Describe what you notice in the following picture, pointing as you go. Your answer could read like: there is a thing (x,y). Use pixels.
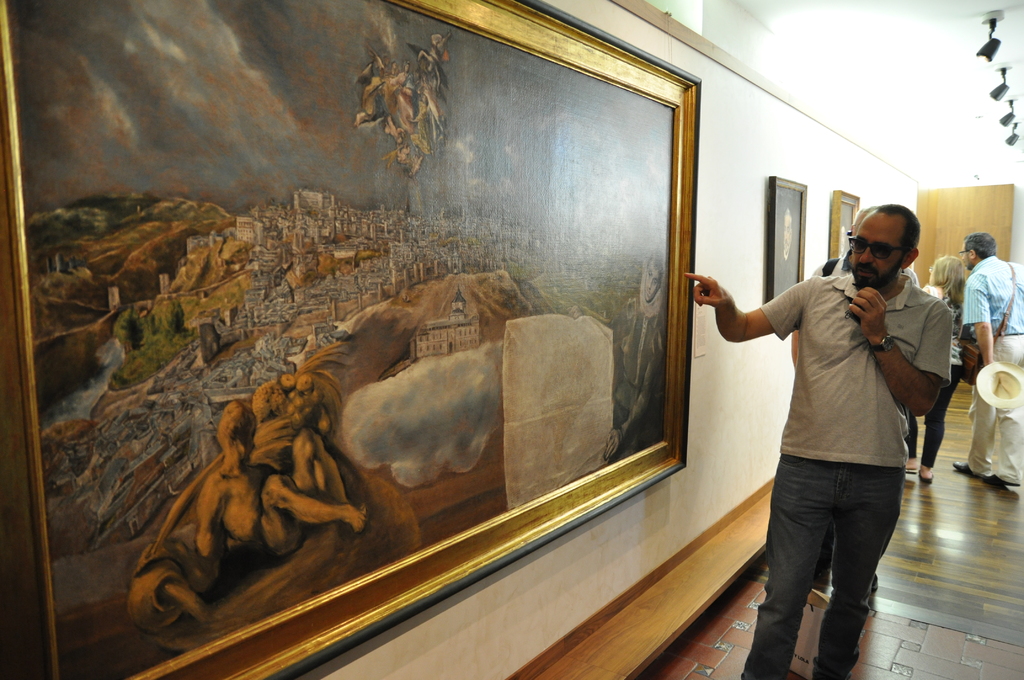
In this image there are some persons (877,324) standing, and in the foreground (858,338) there is one person (854,323) standing and it seems that he is talking. In the background (981,414) there is one person (1009,346), who is wearing a bag (976,365) and holding a hat (1007,390). And on the left side (138,418) there are some photo frames (611,282) on the wall (704,448), at the bottom (980,515) there is floor (976,531). In the background (976,224) there is door (989,221), at the top there is ceiling (973,67) and some lights (1010,139).
